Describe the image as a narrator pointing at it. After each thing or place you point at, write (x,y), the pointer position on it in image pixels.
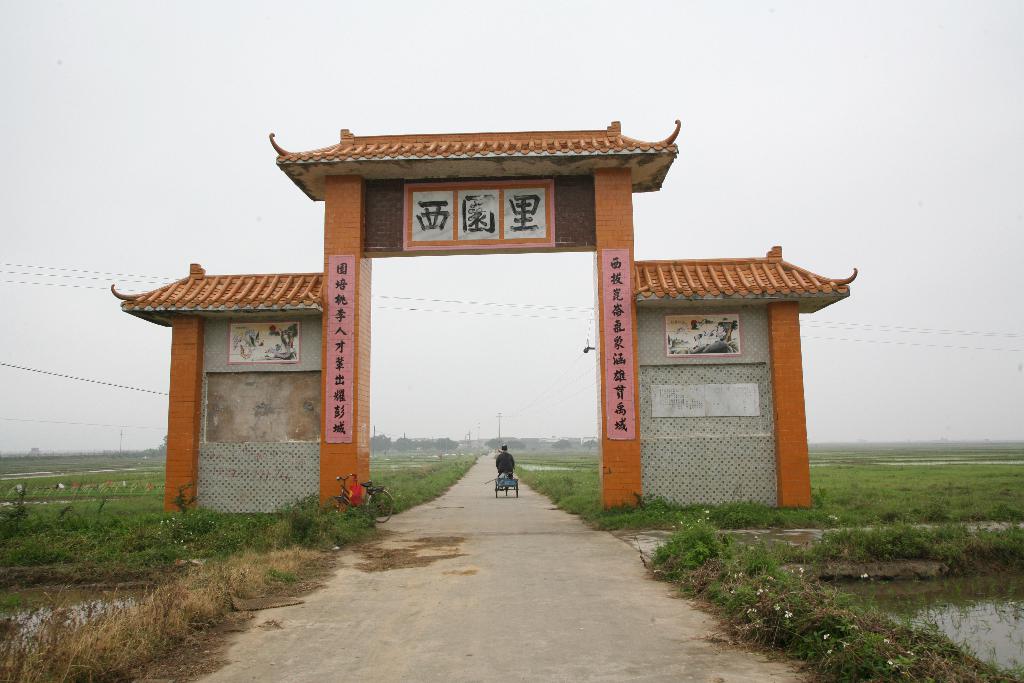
In this image, in the middle (650,366), we can see a arch (792,381), bicycle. In the arch (278,485), we can see a man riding a bicycle (506,490). On the right side (851,554), we can see a grass (1018,479) and plants (799,626) with some flowers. On the left side (163,504), we can also see some grass (122,479), trees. In the background (401,442), we can see some trees (432,442). At the top (378,81), we can see a sky (399,128), at the bottom (509,574), we can see a road (461,555) and a grass (1018,547).
